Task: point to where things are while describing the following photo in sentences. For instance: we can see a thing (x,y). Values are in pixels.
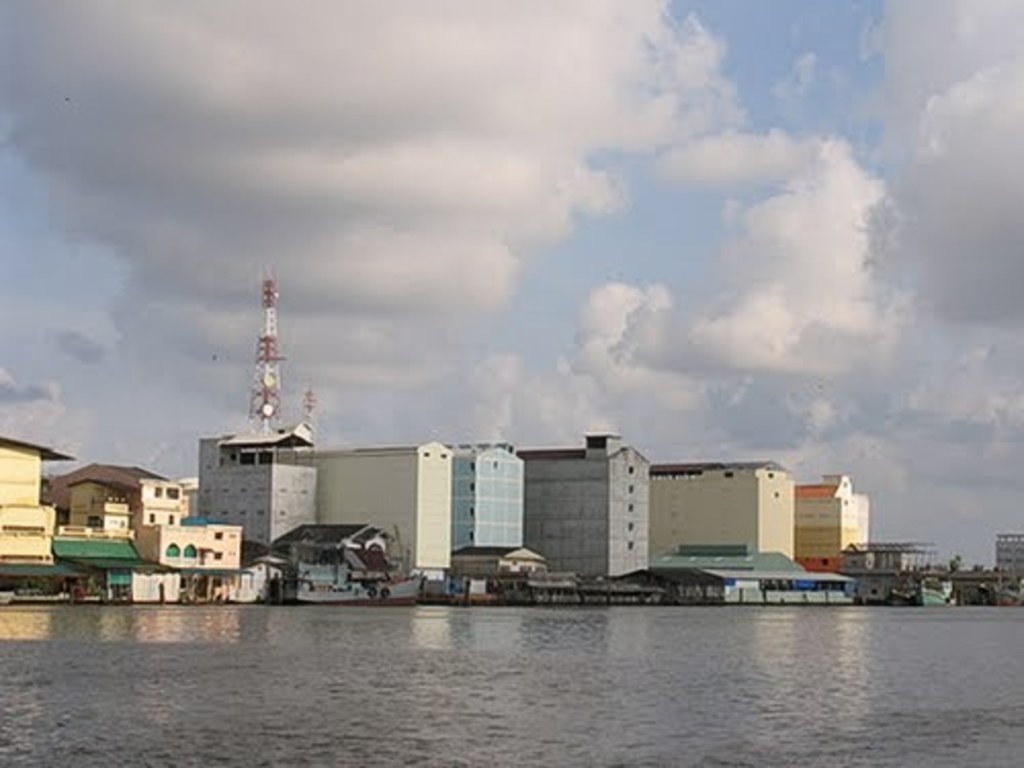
In this image we can see lake (794,680) and buildings (264,547). The sky (726,238) is covered with clouds (792,189). Behind the building (293,442) one tower (273,376) is there.
